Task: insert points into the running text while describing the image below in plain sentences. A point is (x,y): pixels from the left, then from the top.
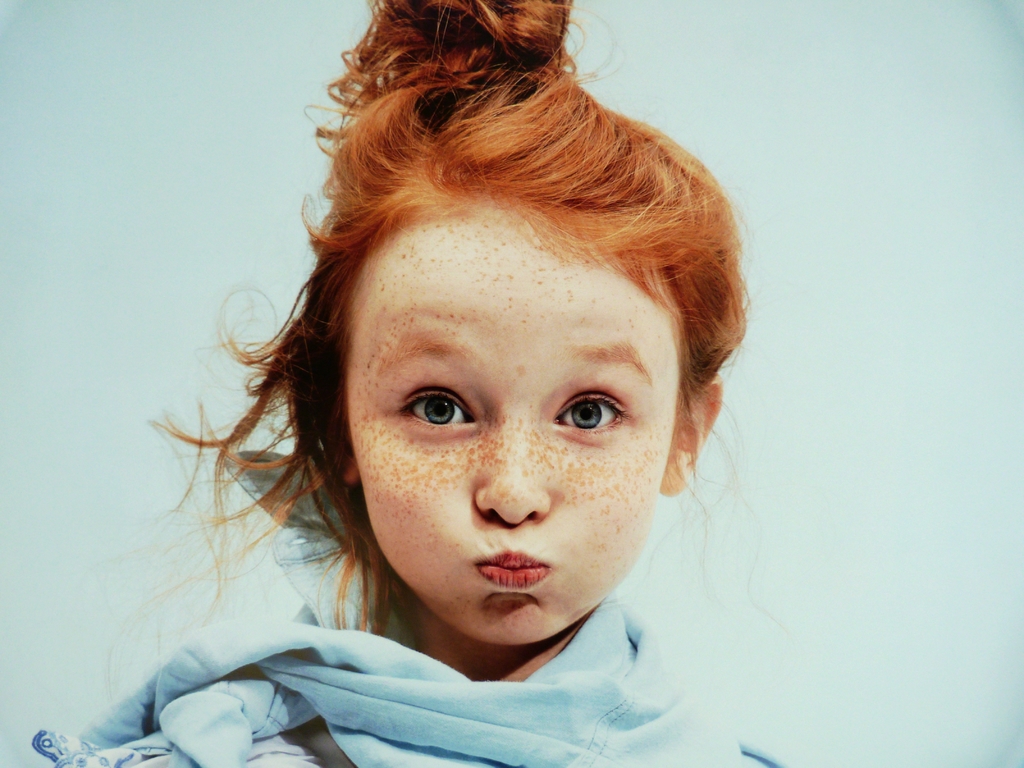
In the image there is a girl (573,448) in red hair (630,186) and blue scarf (546,665) standing in front of wall (124,298).
